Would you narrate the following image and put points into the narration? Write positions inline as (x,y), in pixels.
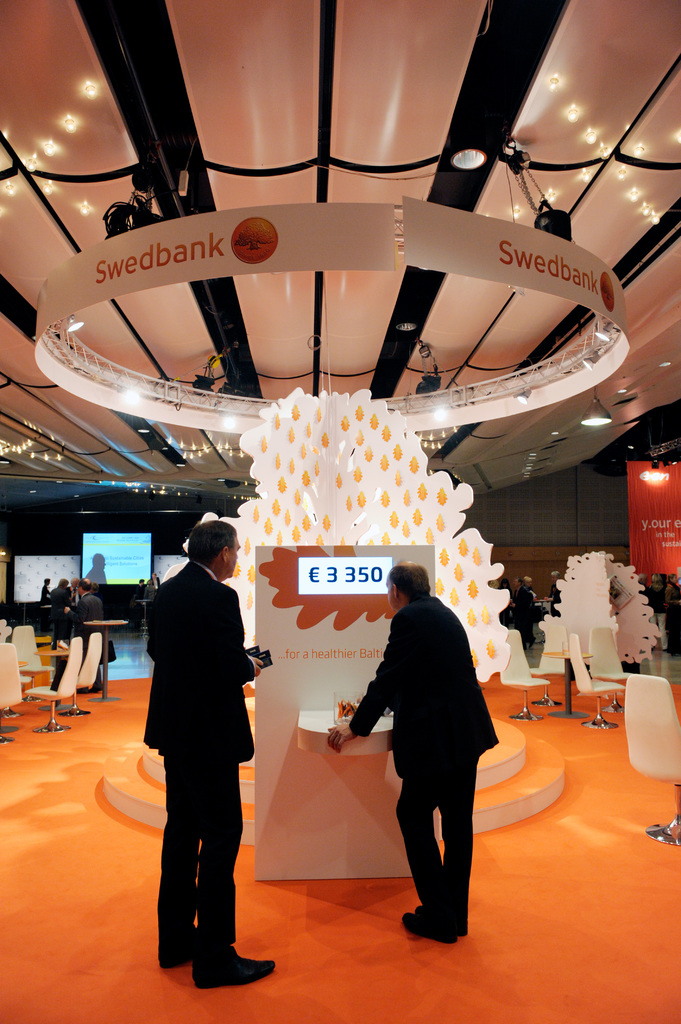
In this image there are two men (422,728) standing, there is a man (220,650) holding an object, there is a board (331,846), there is text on the board (373,593), there is floor (15,775) towards the bottom of the image (134,701), there are chairs (593,677), there is a board (645,507) towards the right of the image (672,531), there are chairs (72,687) towards the left of the image (33,652), there are group of persons (61,584) standing, there is a screen (109,553), there is a roof (282,164) towards the top of the image (158,337), there are lights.
